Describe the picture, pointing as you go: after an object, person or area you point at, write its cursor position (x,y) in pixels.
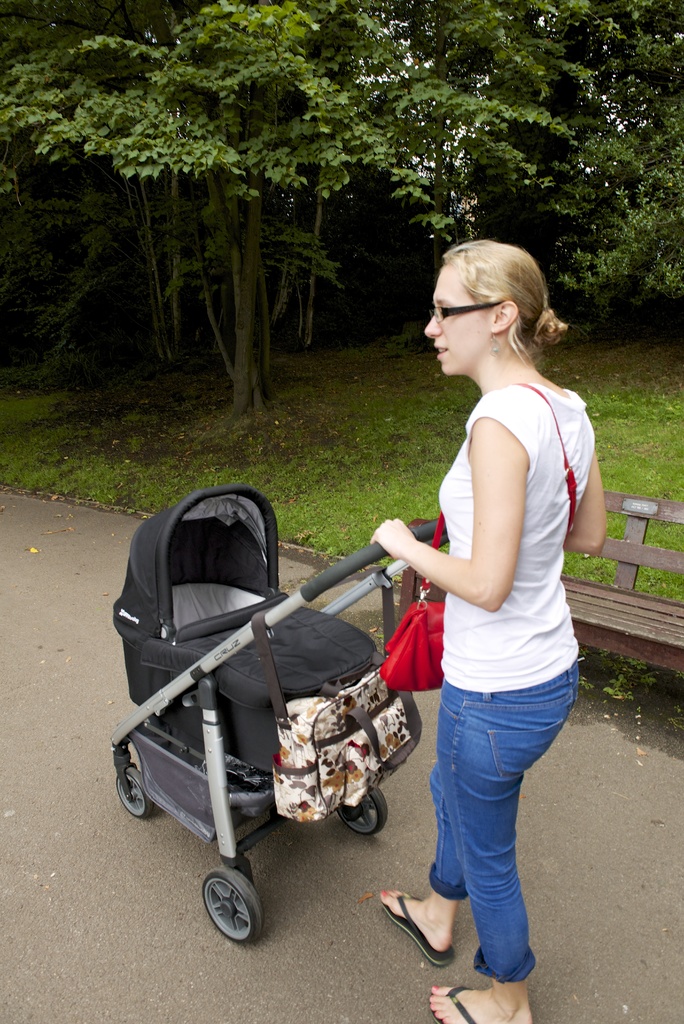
In this picture, we can see a person (463,475) holding a baby trolley (265,699), the road (555,742), and we can see the ground (655,532) with grass (370,407), trees (368,281), and some object (639,536) on the right side of the picture (610,510).
